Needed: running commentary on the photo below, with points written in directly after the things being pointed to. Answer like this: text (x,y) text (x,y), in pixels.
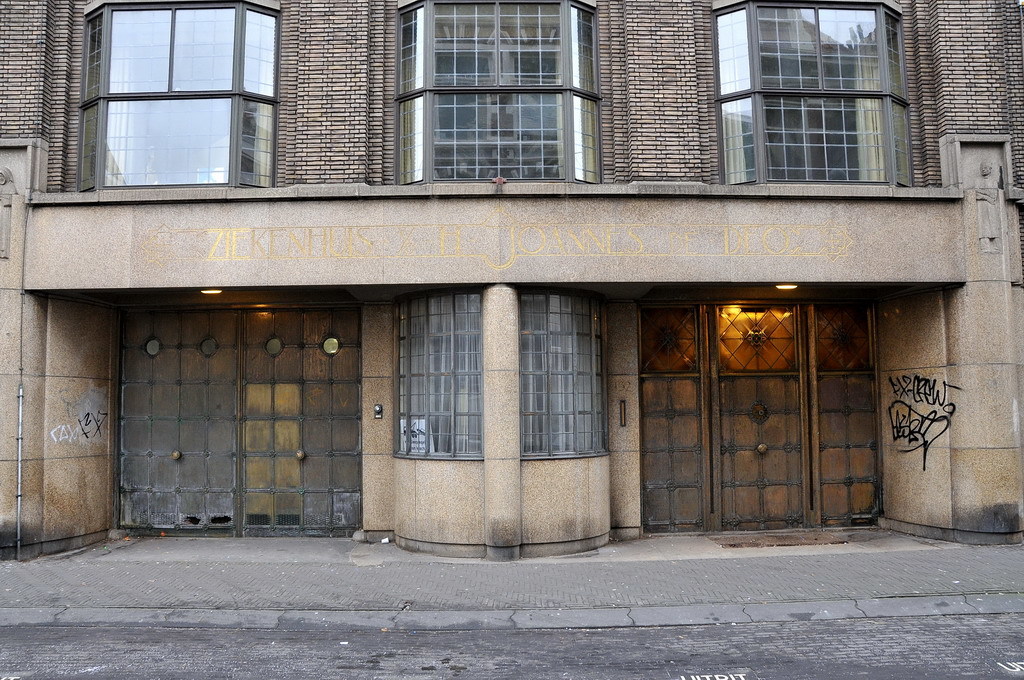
In the picture we can see a house building (561,476) with a doors (744,440) and on the top (120,122) we can see a windows (463,24) with glasses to it.
